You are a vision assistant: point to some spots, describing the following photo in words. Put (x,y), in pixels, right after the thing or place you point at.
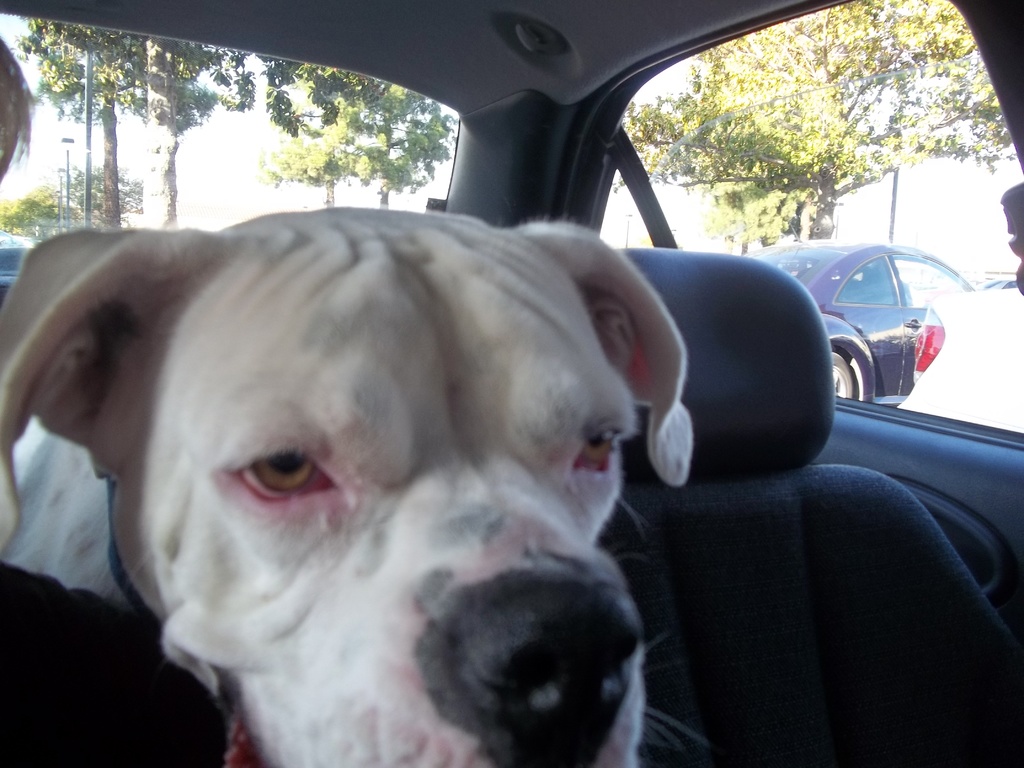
This is an inside view of car (702,554). Here I can see a dog (483,580). Out side of this car (612,159) I can see some trees (773,123) and there is another car (920,329).
